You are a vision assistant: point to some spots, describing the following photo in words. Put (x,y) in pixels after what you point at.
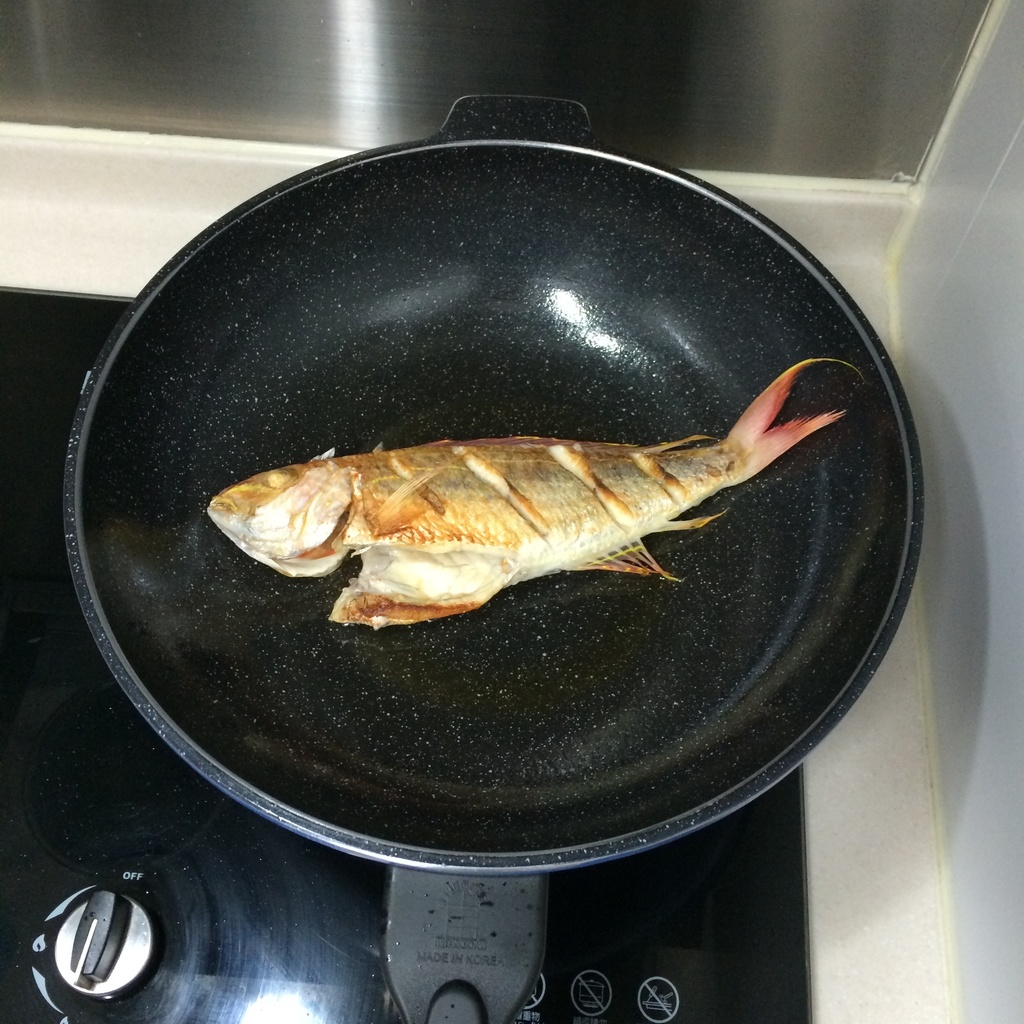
In this image, I can see a fish (446,454) in the pan (733,626), and the pan (311,825) is on the stove (160,868).
